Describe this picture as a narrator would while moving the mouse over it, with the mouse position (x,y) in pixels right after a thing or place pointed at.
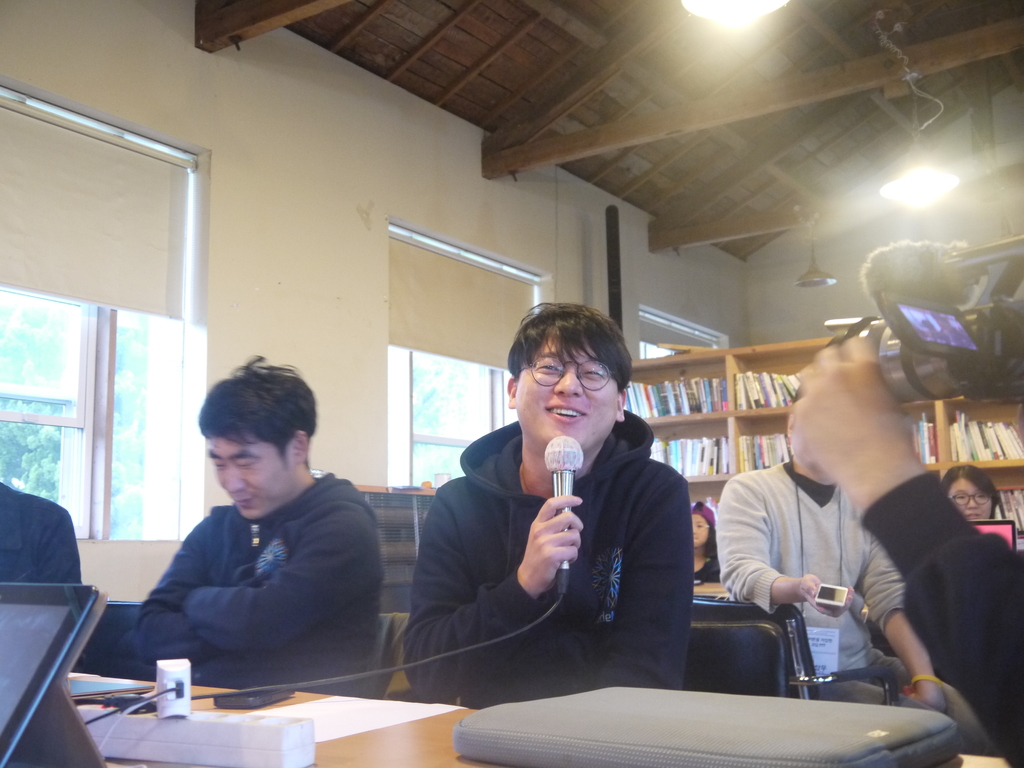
It looks like a classroom (806,281), some person (795,424) is taking the video of a student (577,374) who is speaking through mic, in the background (756,410) there is a big shelf (941,462) there are lot of books (767,448) inside it, in the background (401,390) there are windows (399,256) and a cream color wall (316,259).
